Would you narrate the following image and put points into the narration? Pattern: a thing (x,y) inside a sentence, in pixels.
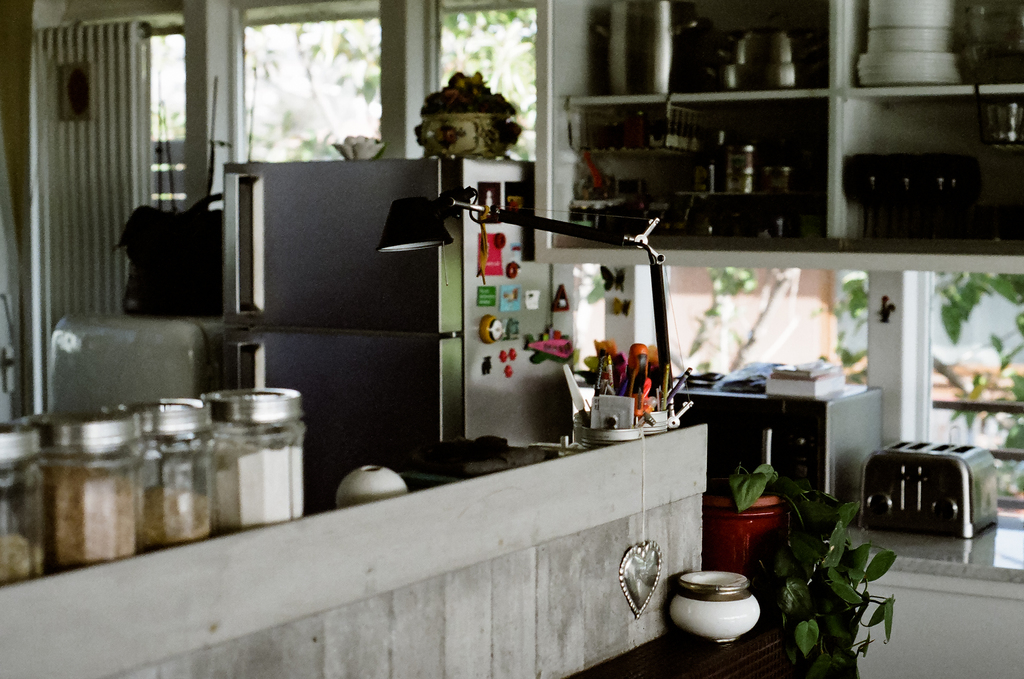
On the left side (81,437) there are many bottles (96,456). Also there is a wall (506,610). Near to that there is a pot (708,601). And there is a plant (788,538). And there are many items (616,390). And there is a table lamp (657,334). In the back (412,279) there is a fridge (382,267). On the fridge (381,253) there are some items (462,127). There are windows (328,62) and cupboard (558,74). Inside the cupboard (755,89) there are many items (874,191). Also there is a platform (925,542). On that there are some electronic devices (760,403).
